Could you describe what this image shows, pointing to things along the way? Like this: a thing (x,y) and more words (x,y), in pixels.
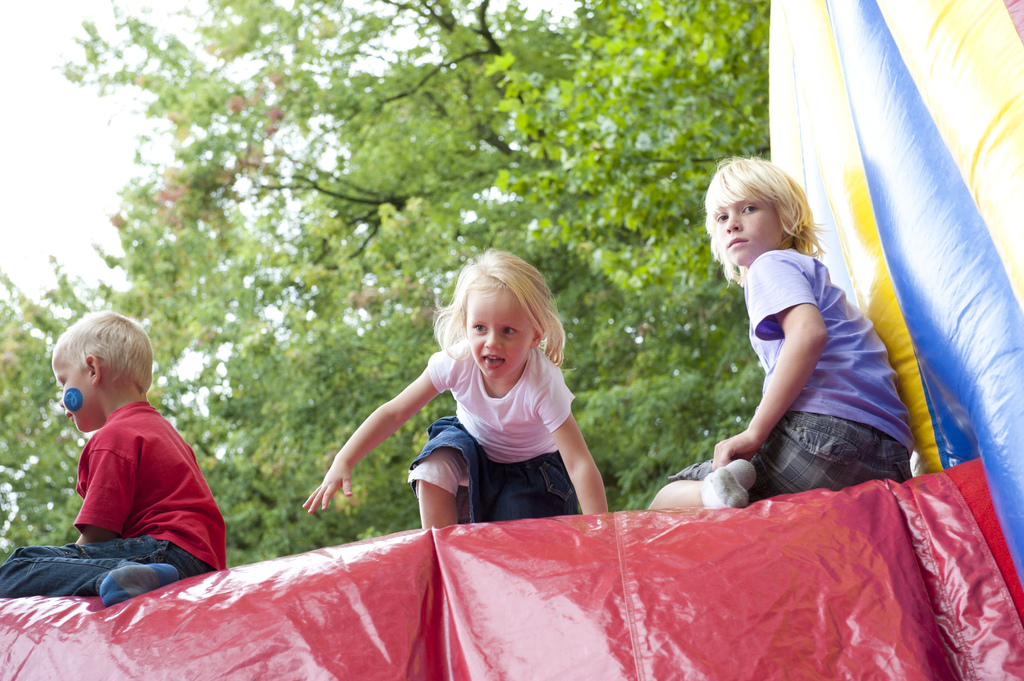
In the center of the image (523,322) three childs (129,330) are there. At the bottom of the image (471,570) balloon castle (583,609) are there. In the background of the image (408,231) tree (291,264) is there. At the top left corner (56,95) sky (84,133) is there.
